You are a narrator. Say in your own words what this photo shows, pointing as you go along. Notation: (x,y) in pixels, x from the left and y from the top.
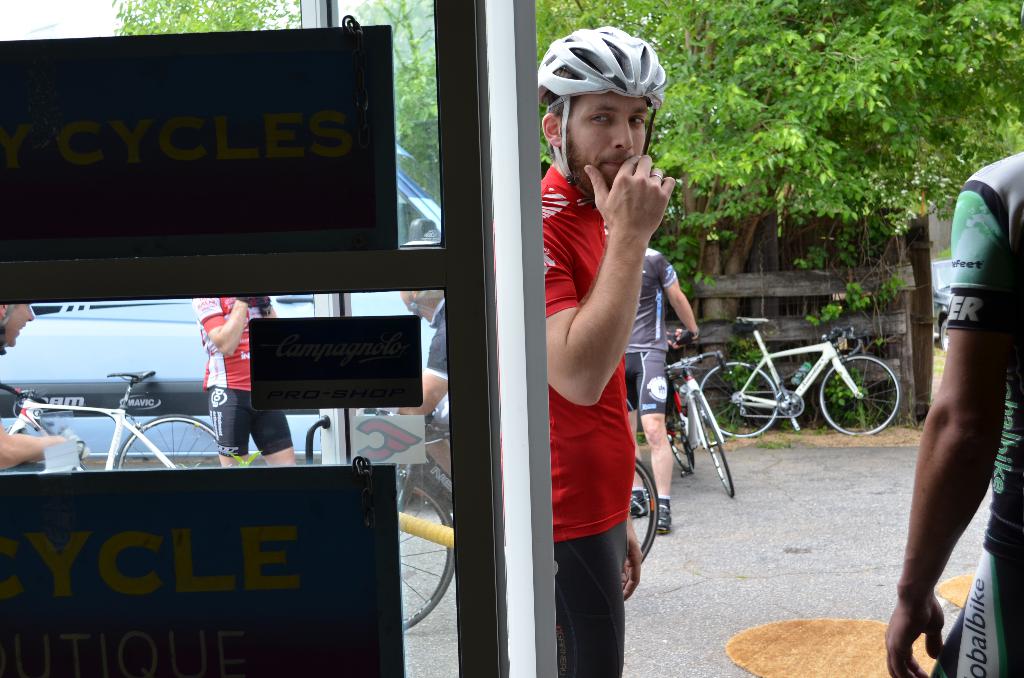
In this image I can see two boards (199,522), the glass surface (103,345), a person (546,137) wearing red and black colored dress (561,562) and white helmet (652,74) and another person (971,272) wearing green, white and black colored dress (972,267) are standing. In the background (788,392) I can see few bicycles (714,445), few persons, few vehicles (67,394), few trees (693,106), the wooden railing (725,327) and the sky (100,35).
